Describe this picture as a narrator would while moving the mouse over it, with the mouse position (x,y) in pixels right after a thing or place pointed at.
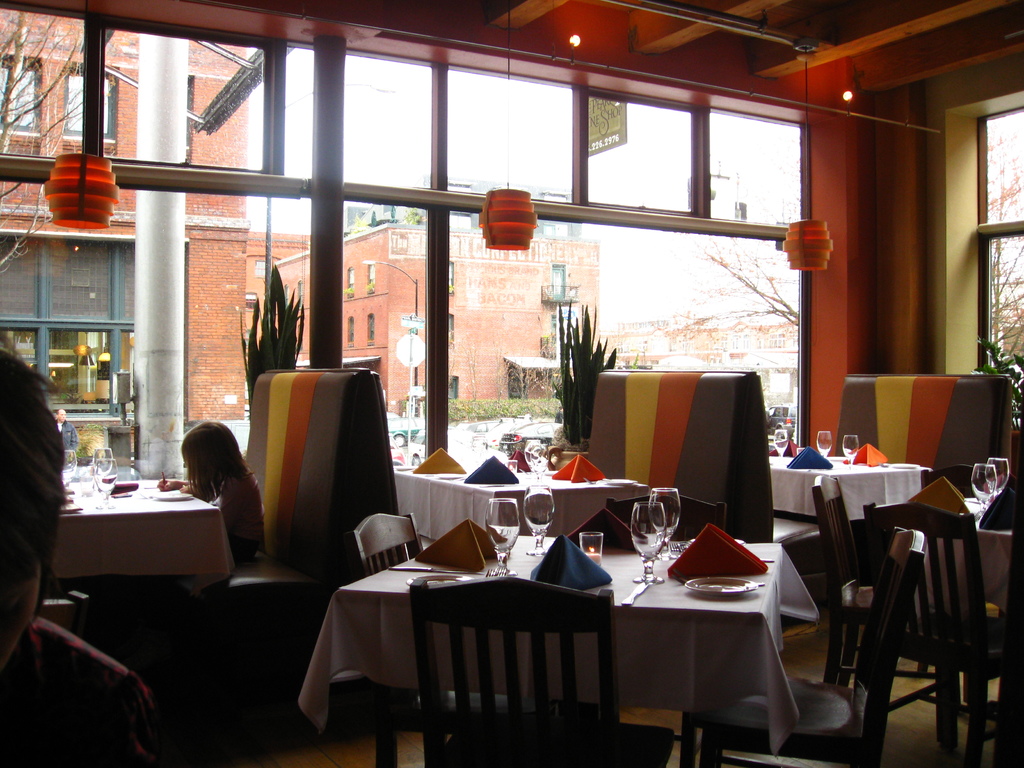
In this picture we can see some tables (648,643) and chairs (682,718) on the floor (912,742). On the table (750,603) there are some glasses (655,547), and plates (713,591). Here we can see a girl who is sitting on the sofa (288,614). And on the background (232,332) there are some buildings (449,304). This is the pillar (141,228) and these are the plants (569,396).
